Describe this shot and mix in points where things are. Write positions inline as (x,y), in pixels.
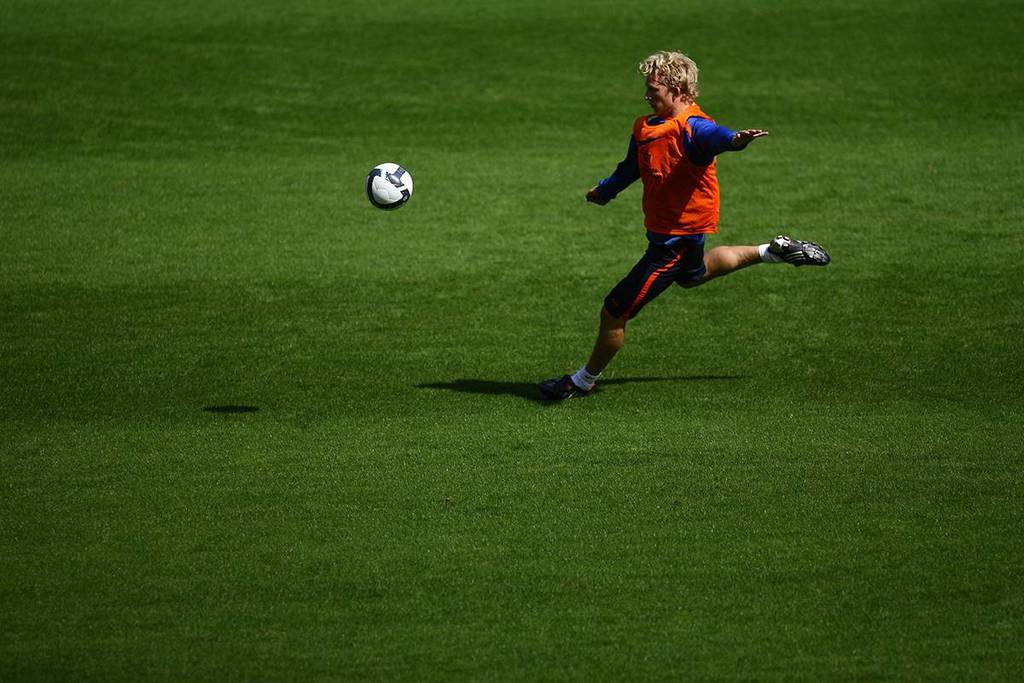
In the picture, a person (661,185) is playing a football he is running on the ground (464,225) and the football (373,184) is flying in the air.
